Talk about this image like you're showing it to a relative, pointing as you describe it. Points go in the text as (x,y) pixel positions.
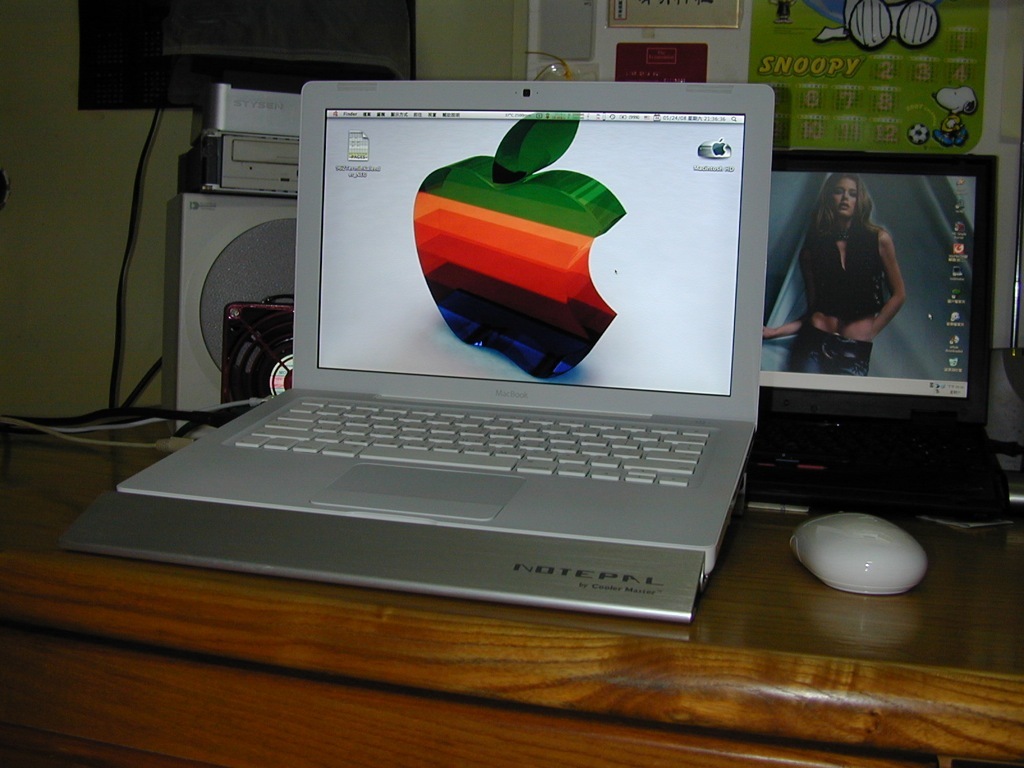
In this picture we can see a laptop (706,440) with an apple wallpaper (616,195) and another laptop (798,225) with a girl's desktop wallpaper (869,325) kept on the table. On the wooden table (764,632) we can see a mouse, DVD player (284,158) and other things (190,199).
